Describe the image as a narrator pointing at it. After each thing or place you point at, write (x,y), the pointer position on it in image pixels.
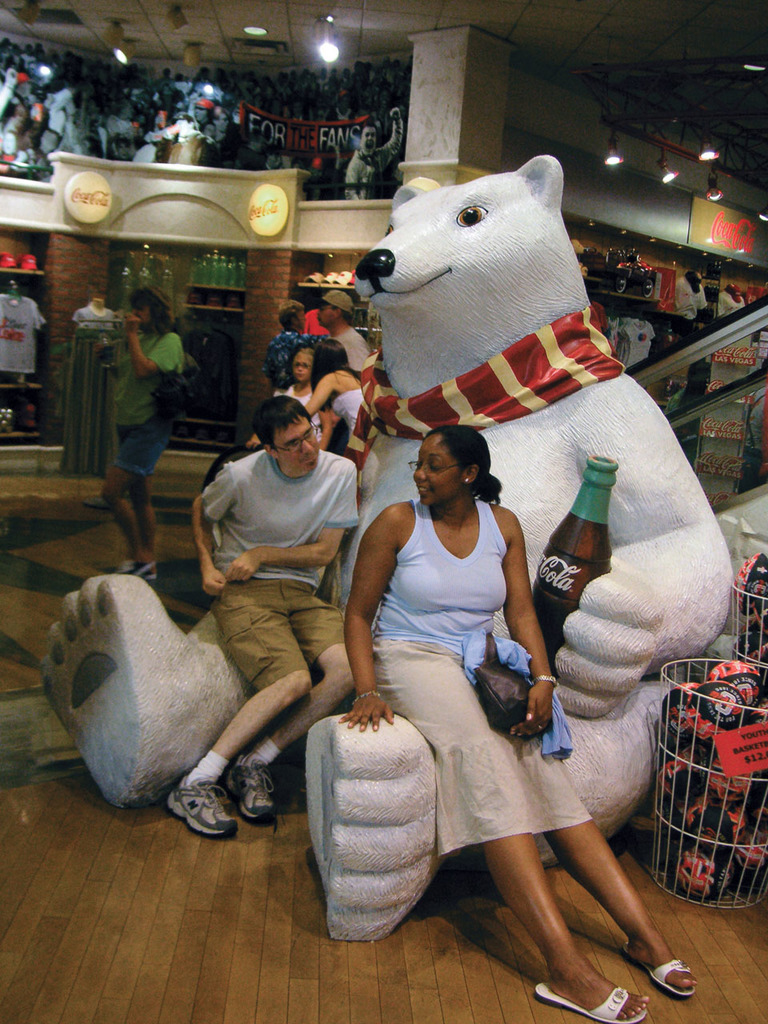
In this image we can see two persons (394,568) are sitting on a bear doll (617,486) and it is holding a cool drink bottle (595,565) in the hand (599,648). On the right side (708,760) there are objects (682,739) on the floor (10,517). In the background (163,350) we can see few persons (172,347), lights (179,22) on the ceiling (311,56) and poles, wall (314,218) and other objects (95,62).
